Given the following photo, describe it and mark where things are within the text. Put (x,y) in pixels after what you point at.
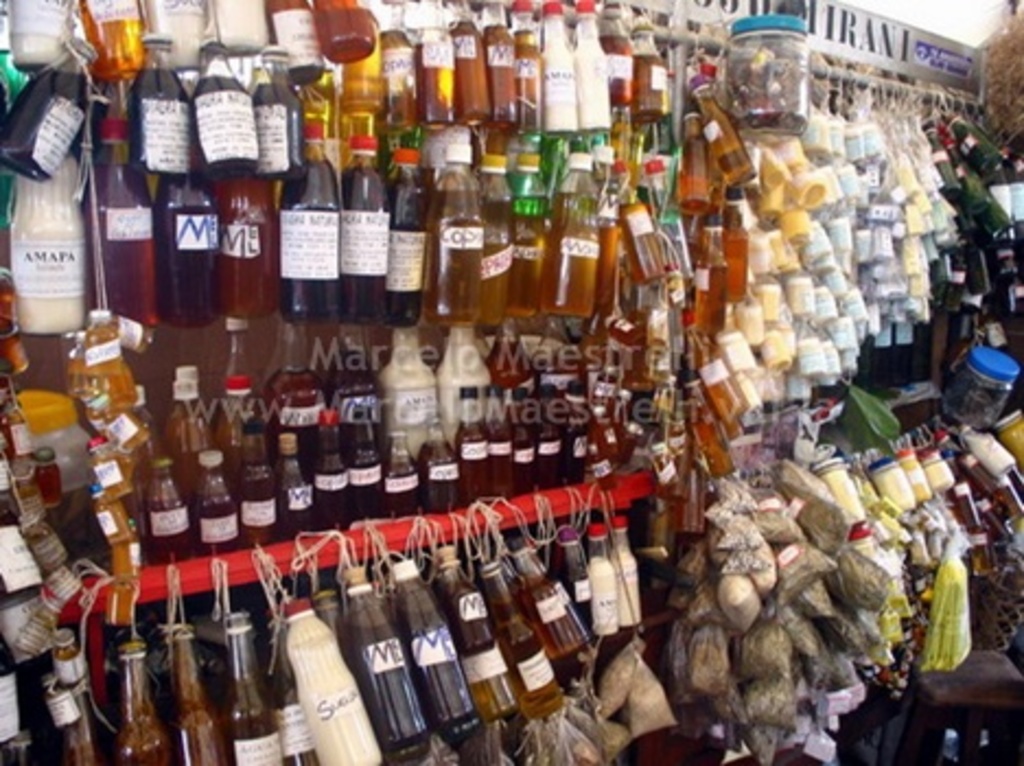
In this image I can see bottles (673,453). There are packets (783,581), containers (774,197) and some other objects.
